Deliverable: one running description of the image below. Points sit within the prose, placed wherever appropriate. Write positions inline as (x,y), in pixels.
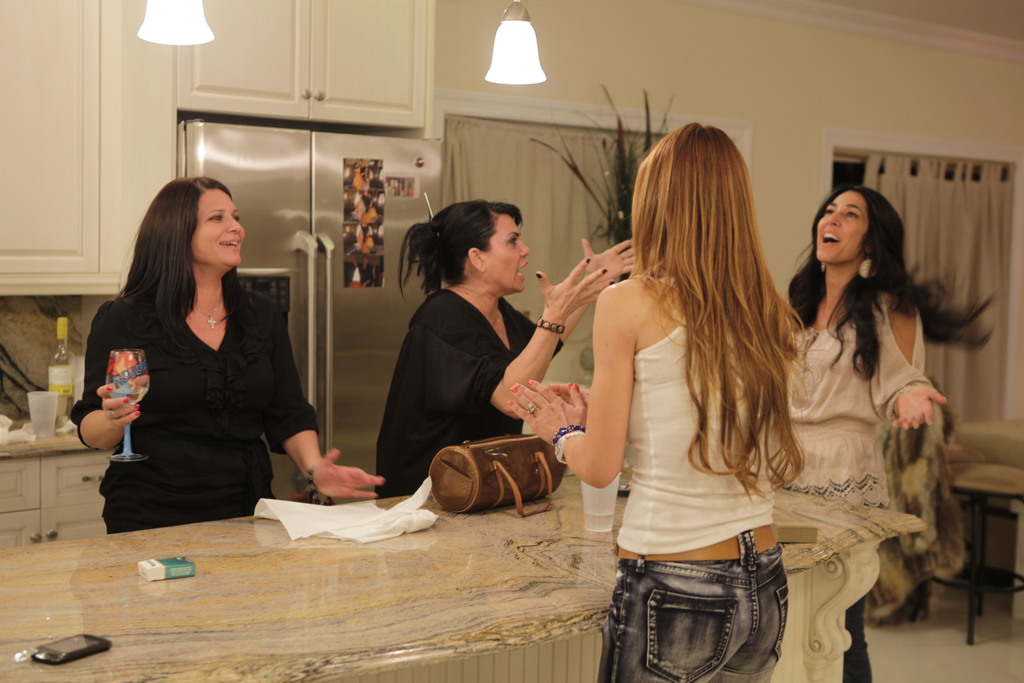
In the image we can see there are four women (657,295) standing and wearing clothes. This is a neck chain (210,319), bracelet (546,327), earring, finger ring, wristwatch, papers (317,511), gadget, bottle (70,405), glass (48,409), light (157,6), refrigerator (292,196), plant (618,175), curtains (925,204), a bag (518,462) and a floor (925,634).
